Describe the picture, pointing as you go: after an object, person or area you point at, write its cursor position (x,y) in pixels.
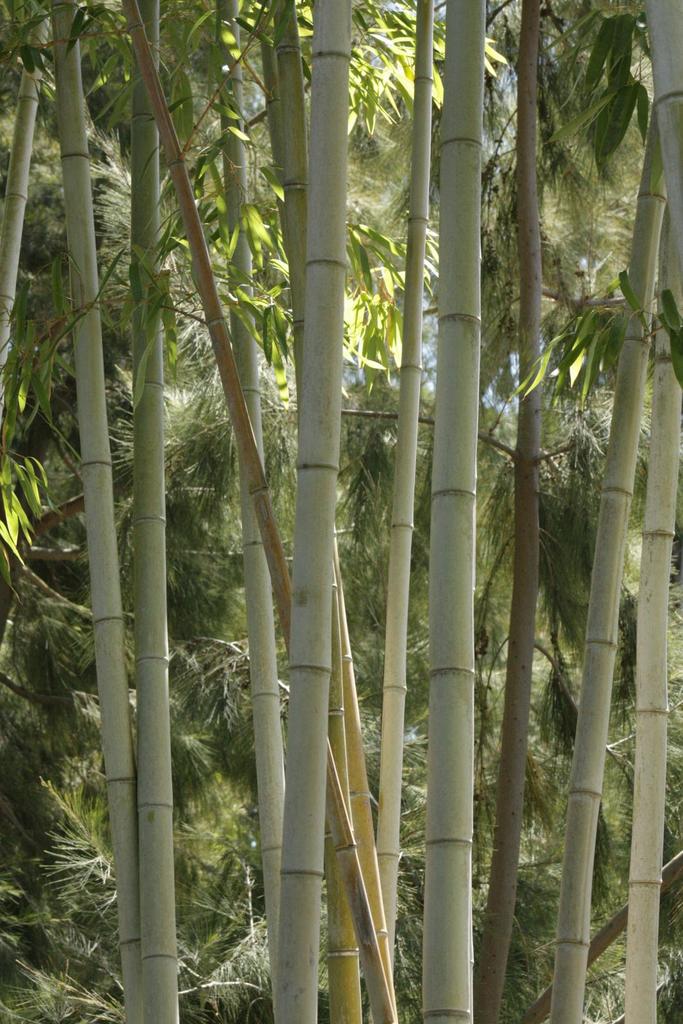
In this image we can see bamboo trees (377,847). In the background (49,622) there are some other trees (59,521).
